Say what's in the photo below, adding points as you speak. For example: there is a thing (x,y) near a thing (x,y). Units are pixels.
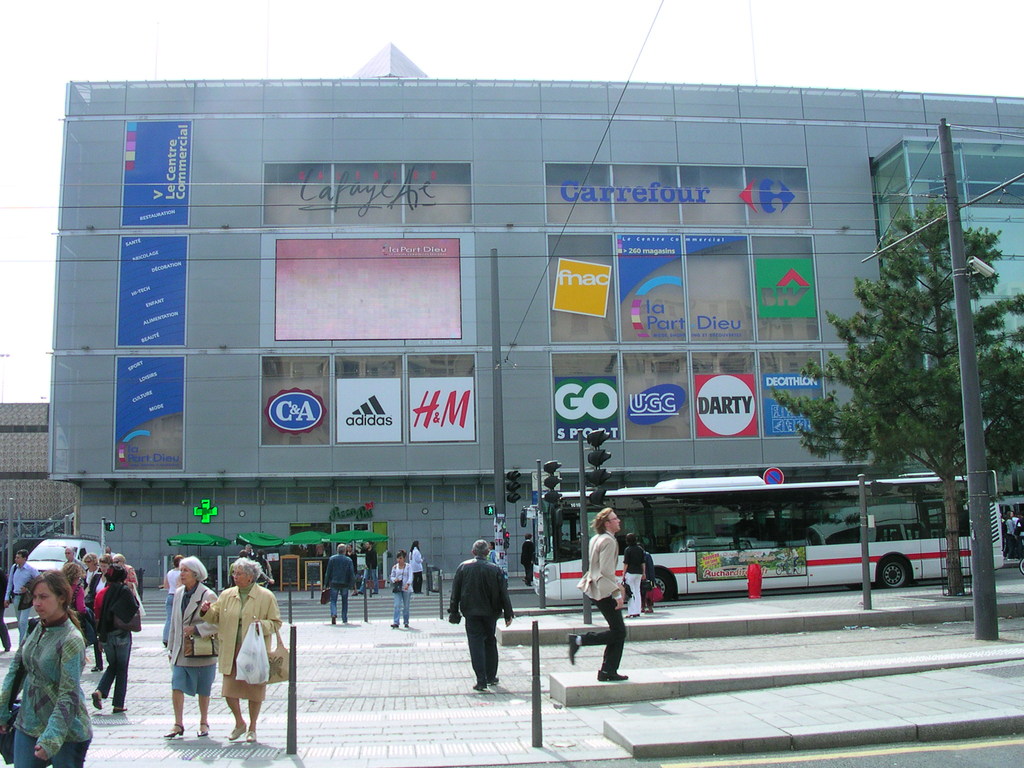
In this image I can see people (394,616) are standing on the ground (345,719). Some of them are holding some objects (250,681). In the background (270,318) I can see a building (342,388), a tree (947,475), vehicles (734,586), poles (294,635) and the sky (48,173).
